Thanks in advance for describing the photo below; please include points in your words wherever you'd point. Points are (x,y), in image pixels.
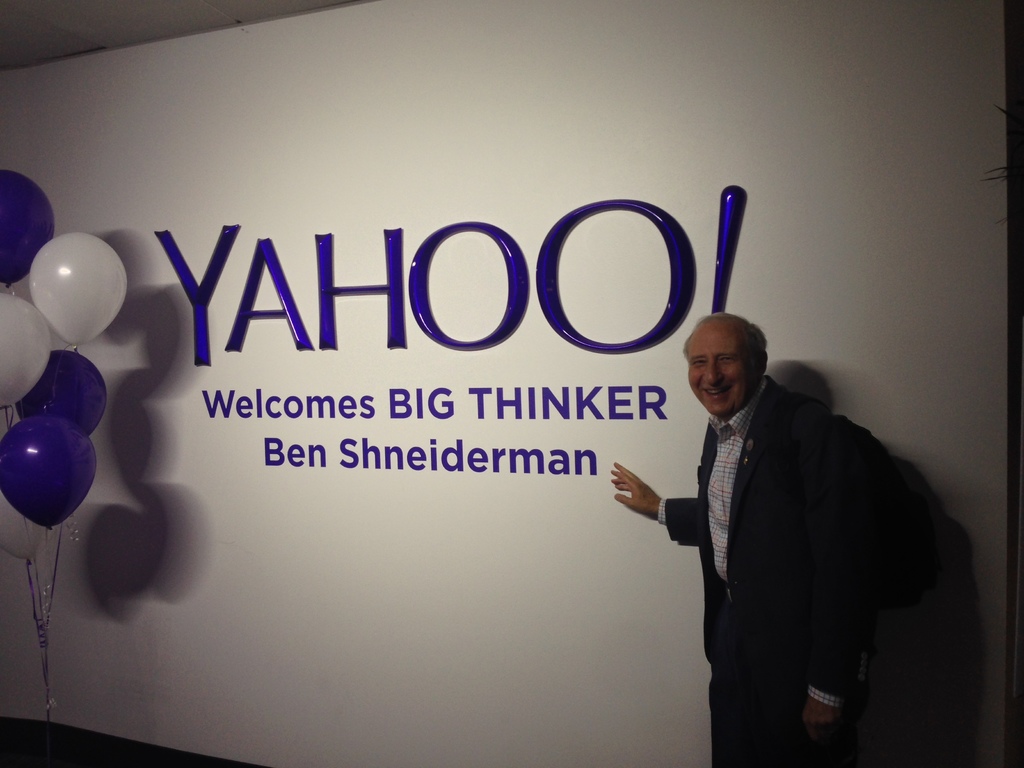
In this image, we can see old man (766,514) is standing and smiling. He wore a backpack (885,536). Background (367,456) we can see banner (786,167) with some text (502,337). Left side of the image (88,441), few balloons (63,410) with ribbons (37,641).
